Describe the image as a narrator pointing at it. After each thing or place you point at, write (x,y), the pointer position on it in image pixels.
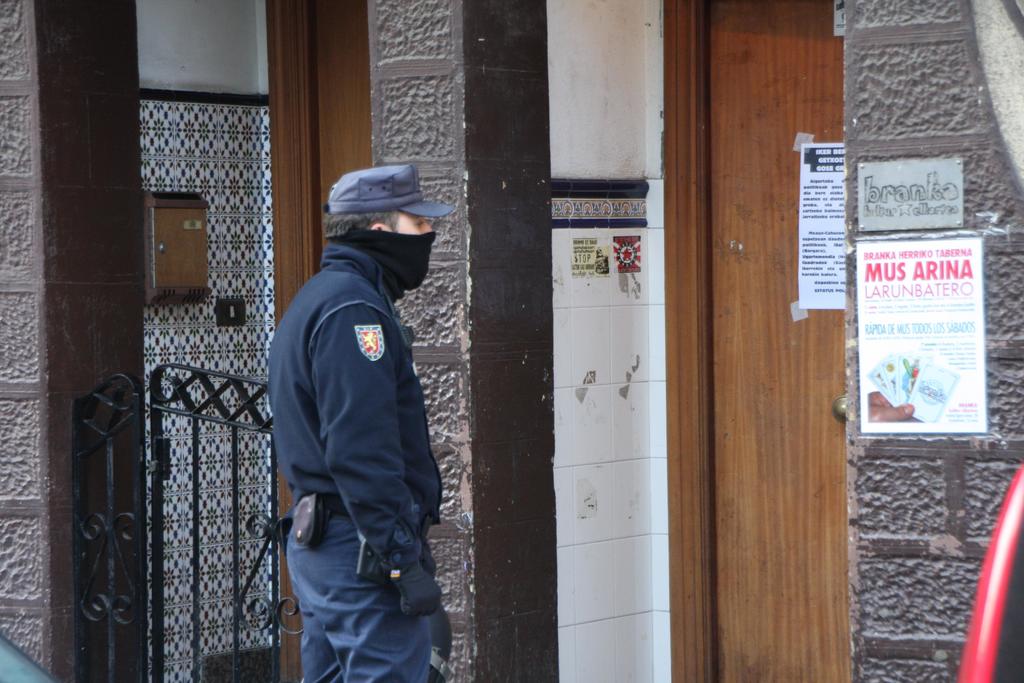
To these wall (895,493) and door (832,362) there are posters (840,260). Here we can see gate (194,485). A person (415,496) is standing and wore cap (335,201). Box (192,216) is attached to this tile wall (165,161).
